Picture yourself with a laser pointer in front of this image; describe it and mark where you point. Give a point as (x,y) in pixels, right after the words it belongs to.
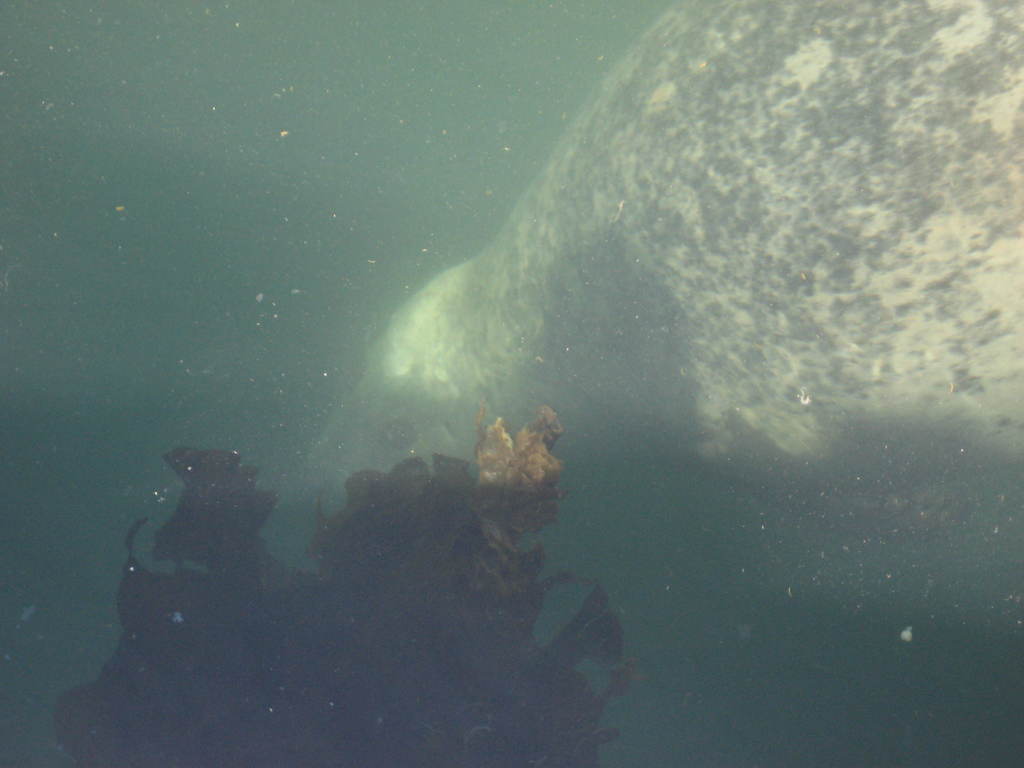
On the bottom (323,610) we can see seaweed (237,670) under the water (336,321). Here we can see a seal (872,253).
